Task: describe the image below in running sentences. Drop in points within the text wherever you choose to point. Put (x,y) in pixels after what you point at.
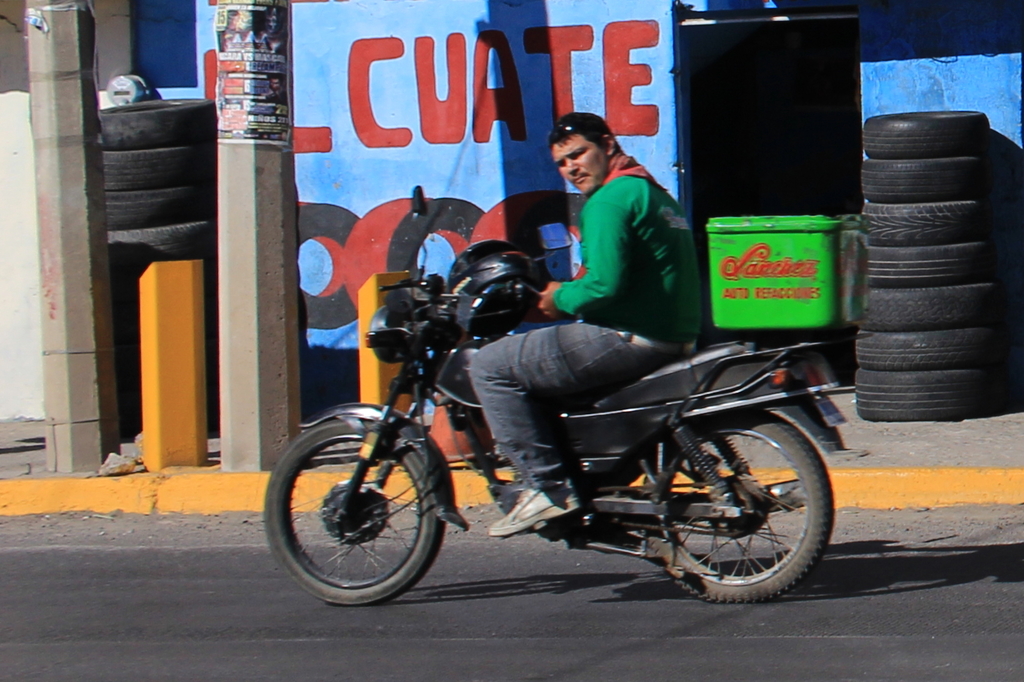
There is a person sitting on a motorcycle (748,471) which is on the road (135,560). In the background (876,409) we can see a wheels (893,312).
